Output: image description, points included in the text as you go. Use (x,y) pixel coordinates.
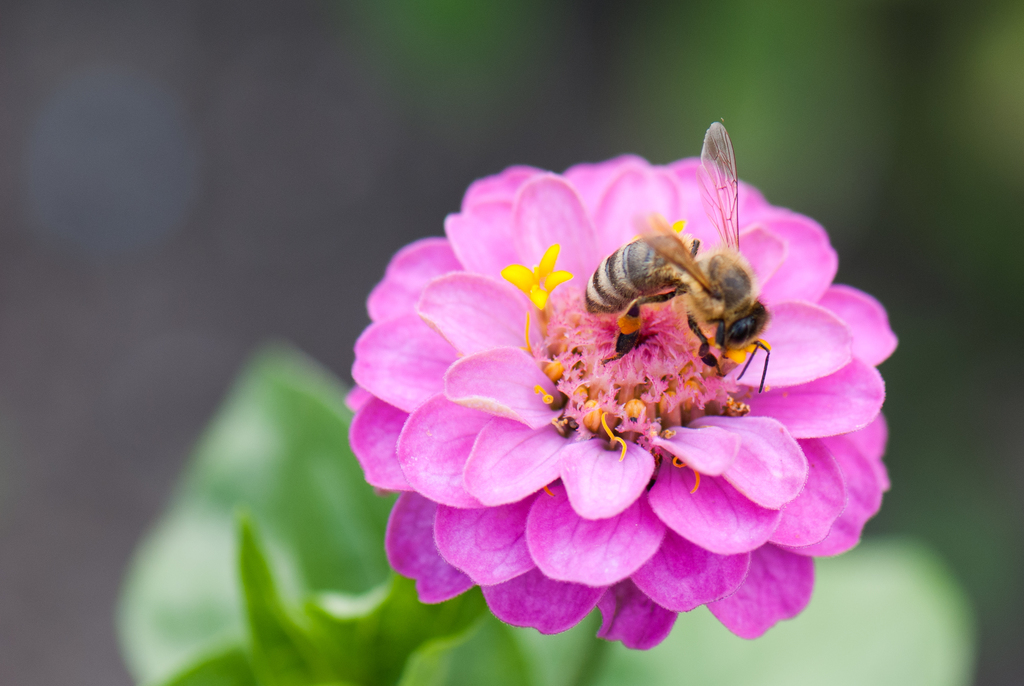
There is a bee (671,237) on a pink color flower (694,412) of a plant (869,444) which is having green color leaves (315,439). And the background (897,104) is blurred.
